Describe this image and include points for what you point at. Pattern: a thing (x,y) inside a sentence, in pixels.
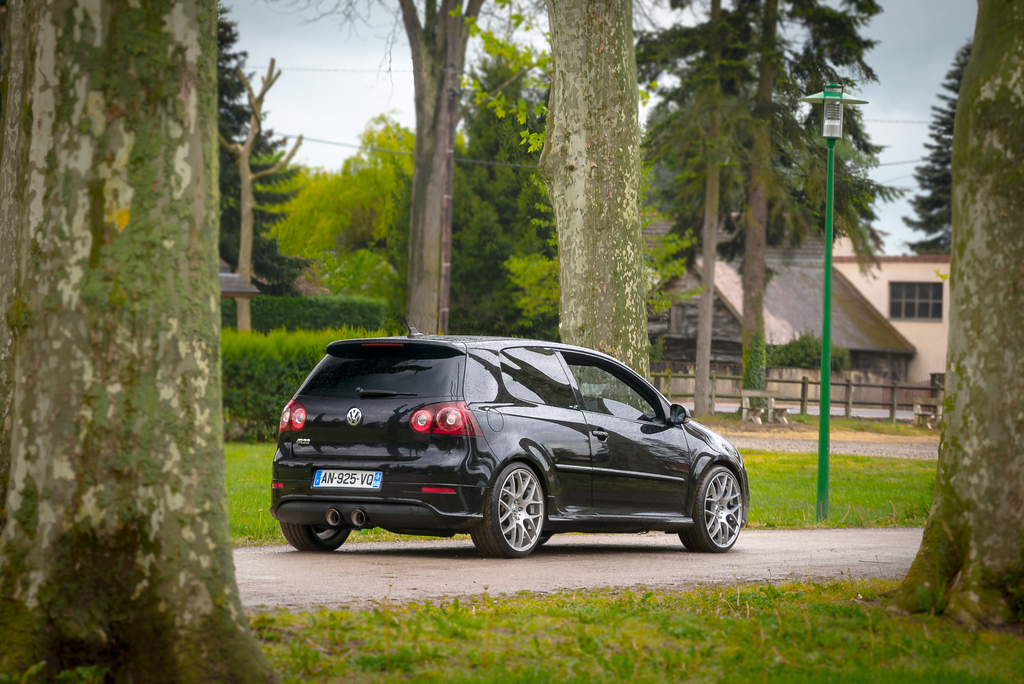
In this image I can see the grass (527,637). I can see a car (459,436) on the road (496,570). In the background (510,325), I can see the trees (476,244), a house (813,314) and the sky (311,76).
